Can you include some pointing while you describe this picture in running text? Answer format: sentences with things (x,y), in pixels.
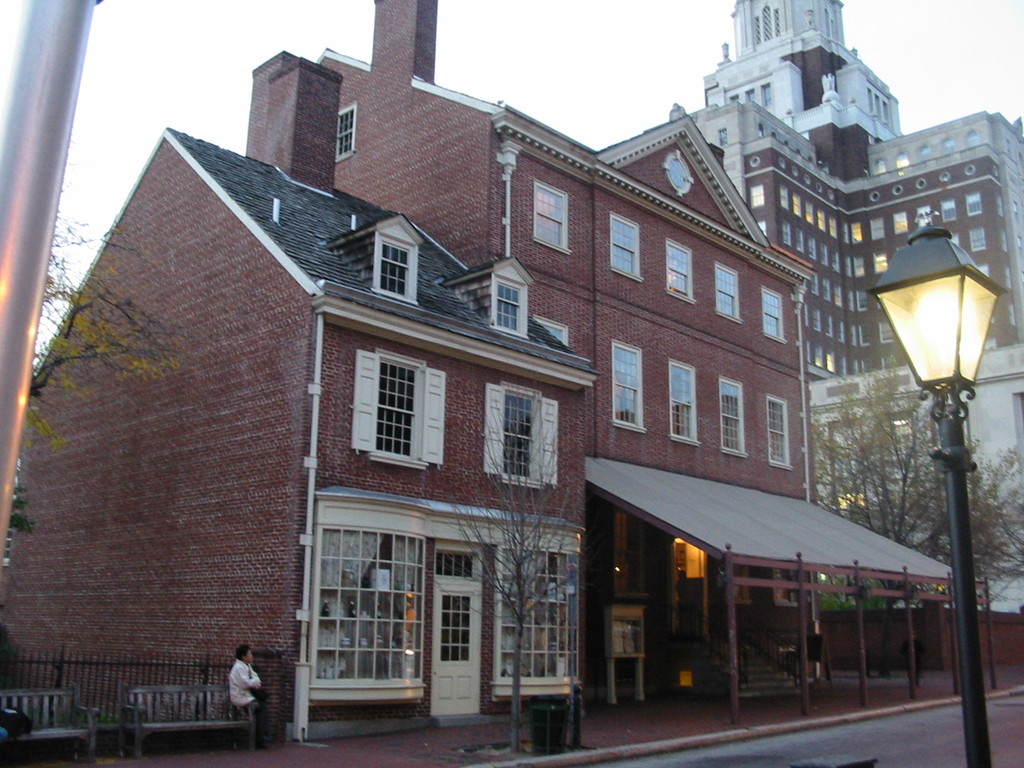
In this image we can see three buildings (573,382) with glass windows (623,381). In front of the building (648,405) road (881,741) is present and one black color pole (982,704) with light (955,312) is there. To the left side of the image (136,683) grill (103,681) and two benches (194,726) are there. On one bench (235,721) one person (250,695) is sitting and trees (926,492) are present.
